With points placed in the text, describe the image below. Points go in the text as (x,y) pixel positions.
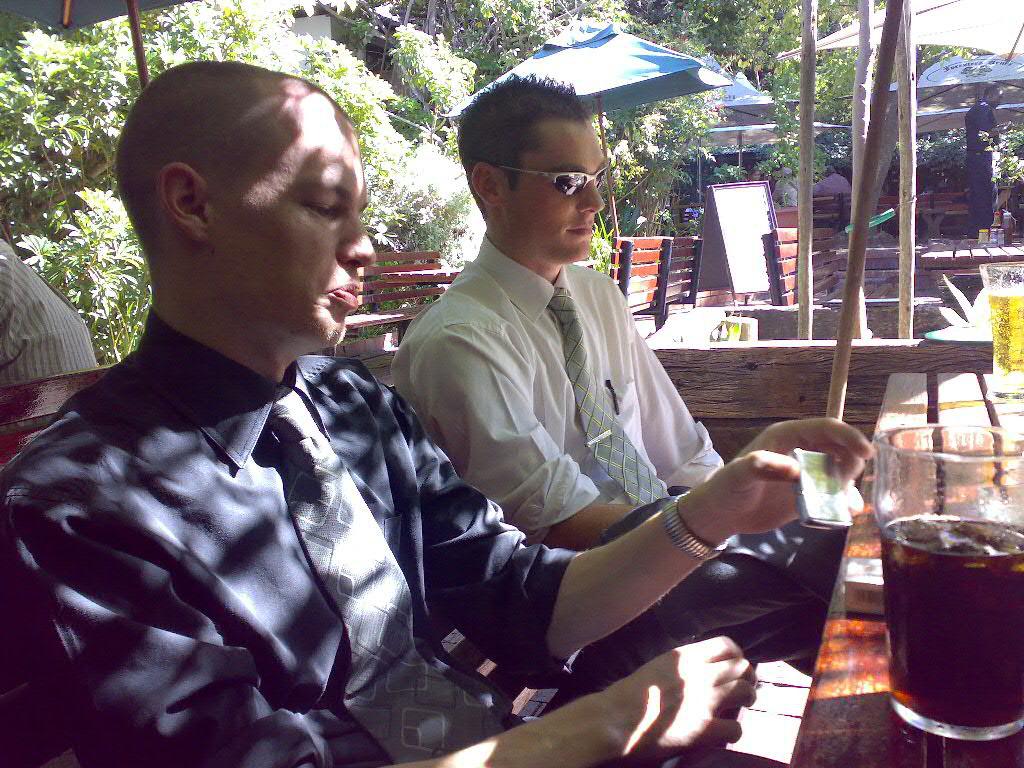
In this picture we can see group of people (434,364), few are sitting on the benches (846,237) and a man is standing, on the right side of the image (943,462) we can find glasses (1016,624) on the table (839,595) and we can see drink (1008,613) in the glasses (972,495), in the background (439,91) we can find few trees (627,157) and umbrellas (1010,43).
